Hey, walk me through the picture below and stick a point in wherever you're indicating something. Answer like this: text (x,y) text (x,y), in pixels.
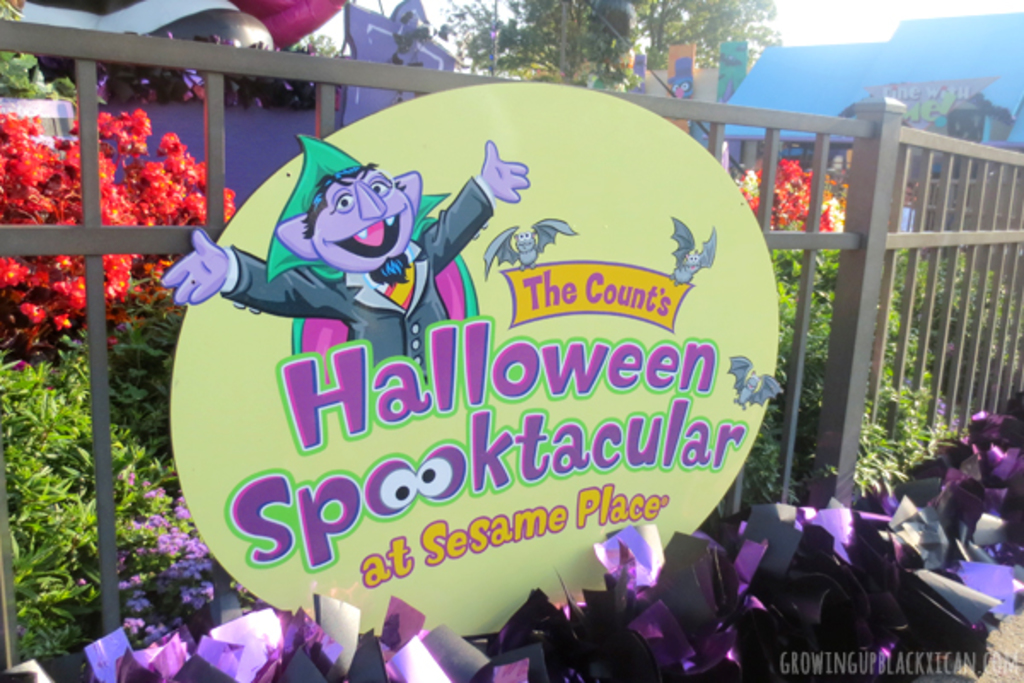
In this picture I can see plants (27,284), a tree (715,26) and I can see metal fence (68,241) and a board (399,348) with some text (385,401). I can see text (833,666) at the bottom right corner of the picture (920,669).
